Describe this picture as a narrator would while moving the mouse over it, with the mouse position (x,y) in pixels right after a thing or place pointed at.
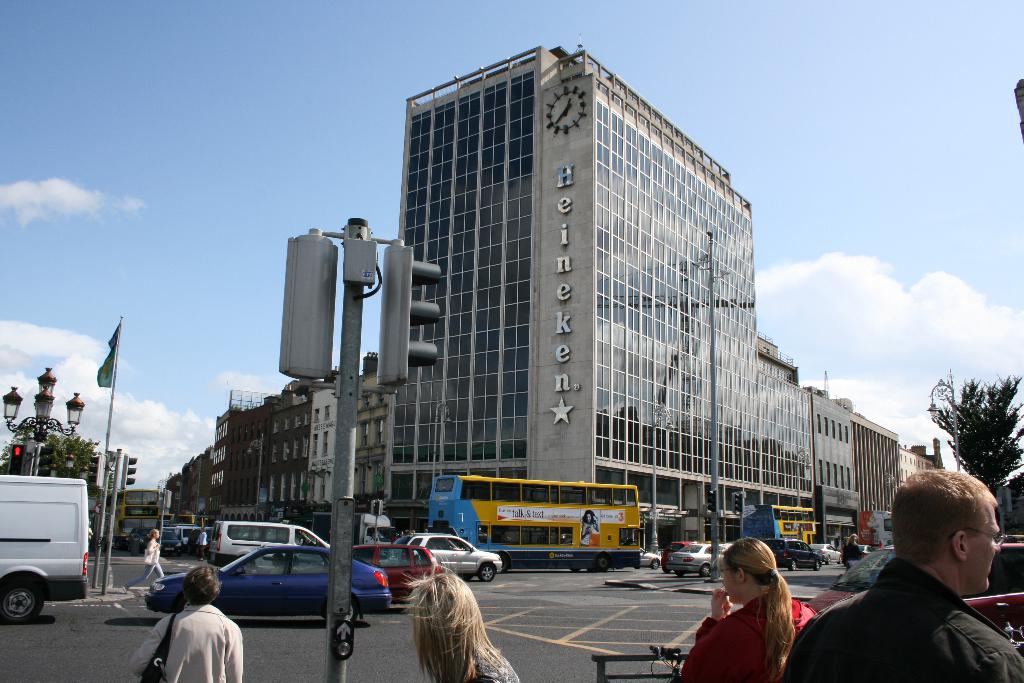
In this image I can see a main road (193,560), on the road (135,566) I can see vehicles (492,507) and traffic signal light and street light poles (800,478) and buildings (675,243), at the top (149,152) I can see the sky (889,263) and at the bottom (943,530) I can see persons (950,519) and I can see a woman (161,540) walking on the road (115,567) on the left (145,547). On the right side (963,402) I can see a tree (993,432).
